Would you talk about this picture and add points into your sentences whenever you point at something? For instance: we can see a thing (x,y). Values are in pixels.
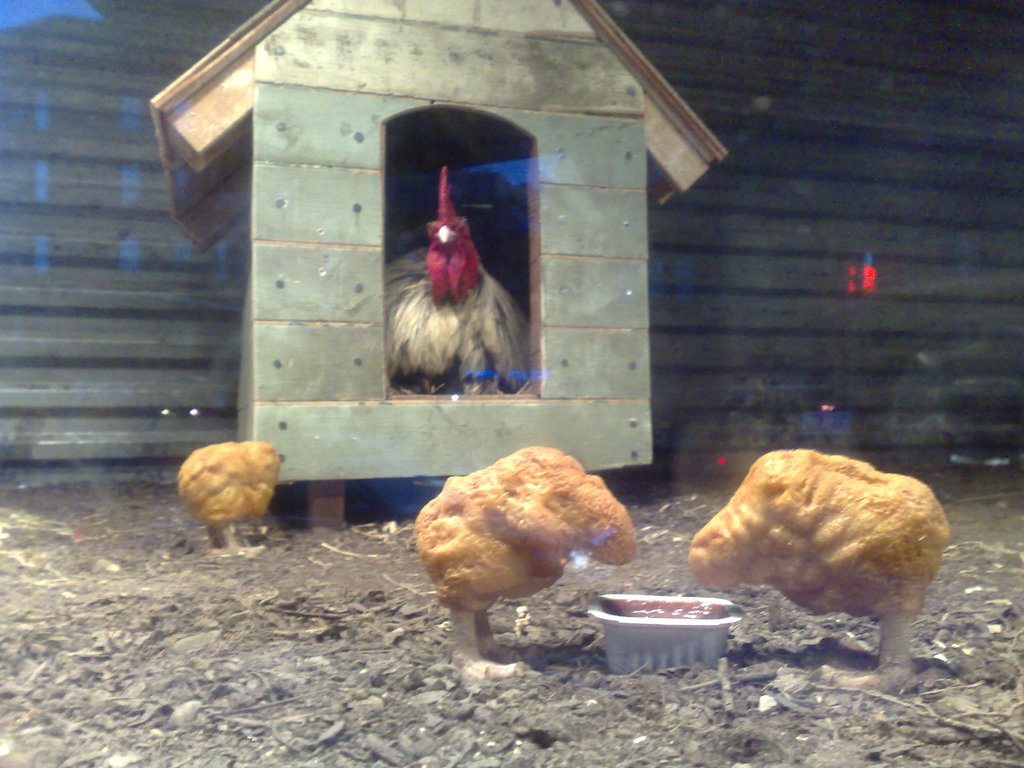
In this image I can see the hen (433,286) inside the hut (425,424). In-front of the hen (392,323) I can see the chicken pieces (419,514) which are in brown color and there is a bowl (662,636) with sauce (648,610). These are on the ground (232,675). In the back (123,295) I can see the wall (808,298).
